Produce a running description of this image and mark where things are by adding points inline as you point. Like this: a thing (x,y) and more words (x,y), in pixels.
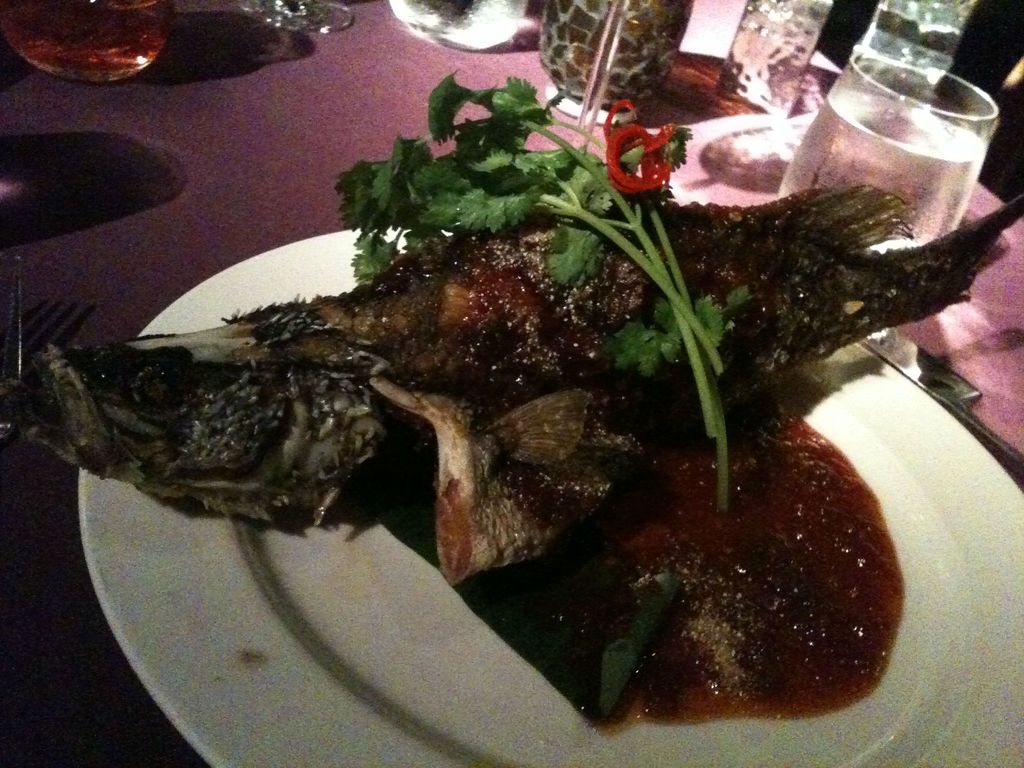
There is a food item (514,435) kept in a white color plate (395,685), and there are some glasses (786,80) are kept on a purple cloth (286,190) as we can see in the middle of this image (416,269).
